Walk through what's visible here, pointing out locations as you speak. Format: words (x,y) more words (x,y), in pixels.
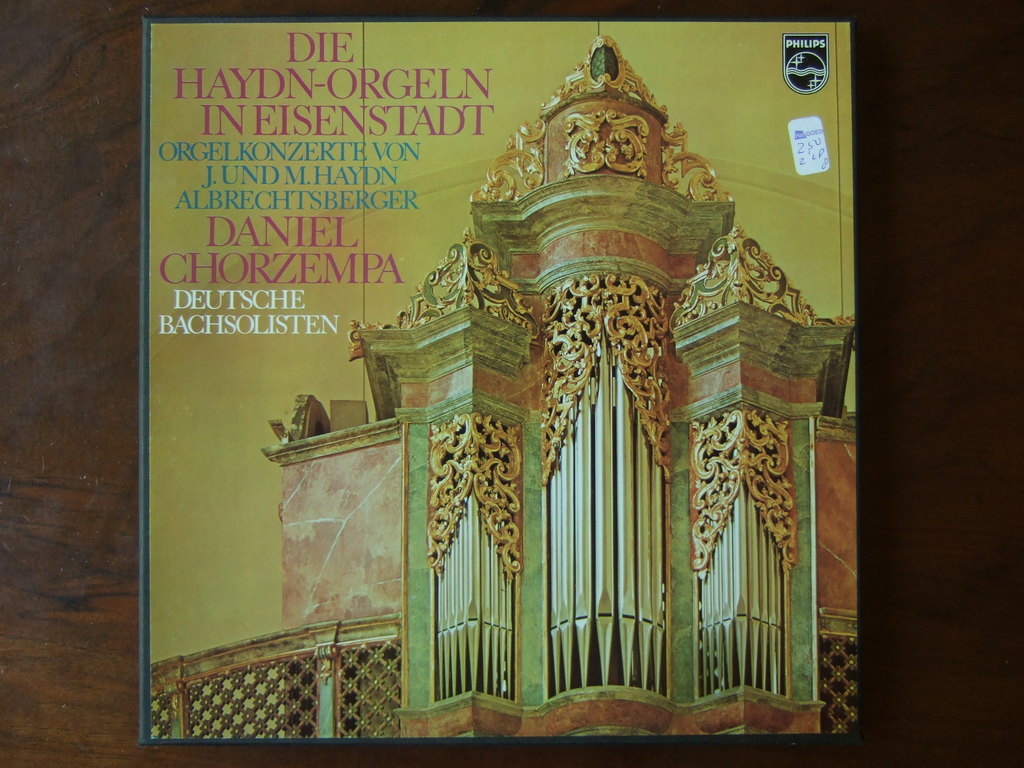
In this image we can see a poster (353,274) with text (344,228) and image (610,502).
